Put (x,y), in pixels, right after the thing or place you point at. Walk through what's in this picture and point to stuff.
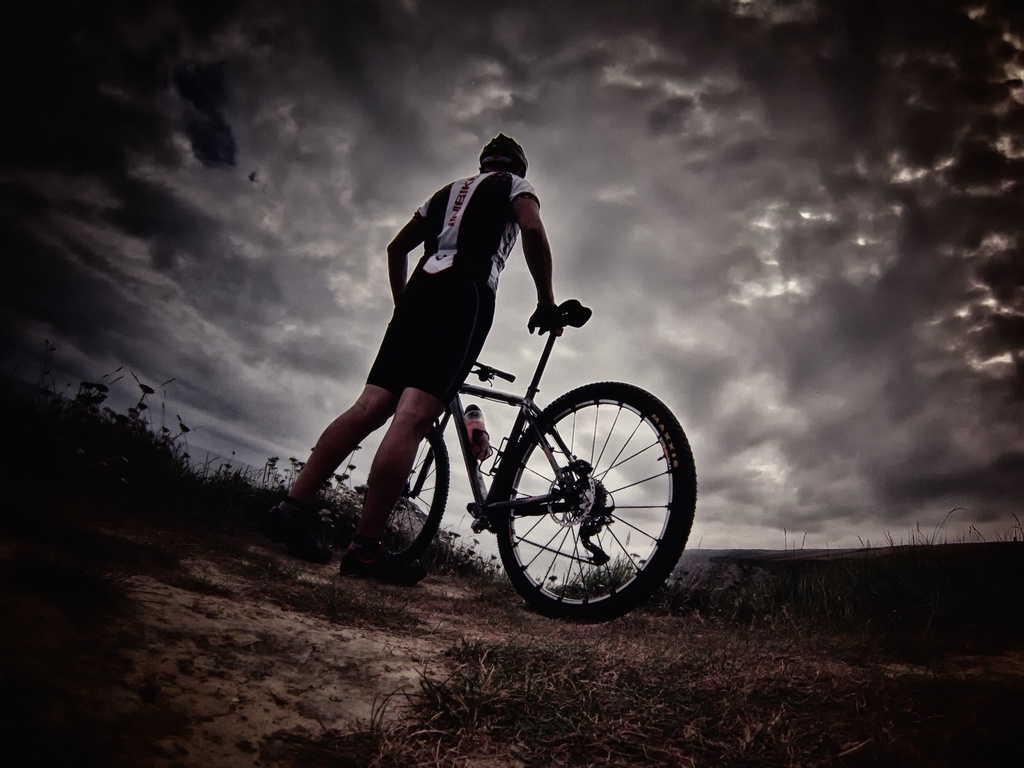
In this image we can see a person (408,246) with a bicycle (610,385) and the person (457,377) is standing on the ground (297,648). We can also see the water bottle (483,424). In the background (269,217) there is a cloudy sky (782,245) and at the bottom (778,625) we can see the grass (874,609).
